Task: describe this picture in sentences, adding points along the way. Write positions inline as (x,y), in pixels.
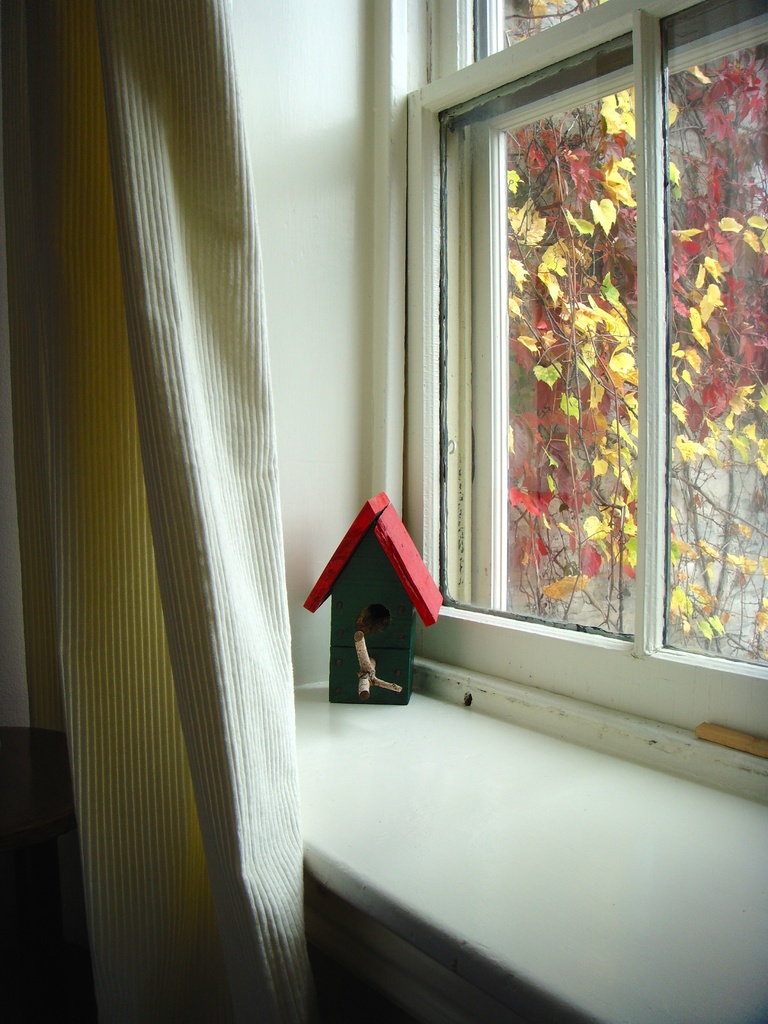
In this picture we can see curtain (218,484), object (333,600) on shelf (434,787) and glass window (659,282), through this glass window (721,296) we can see leaves (731,282), stems (682,479) and wall (684,537).
